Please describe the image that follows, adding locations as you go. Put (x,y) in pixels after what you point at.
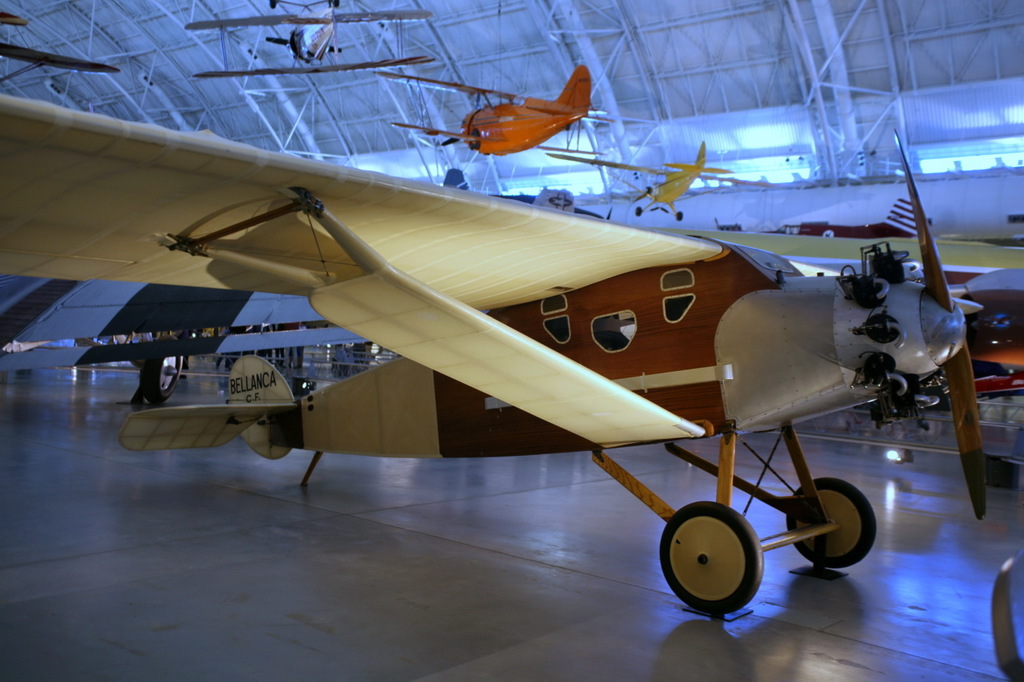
In the image in the center (558,262), we can see airplanes (835,262). In the background (613,97) there is a wall (739,174), roof (200,63) and few airplanes (705,151), which are in different colors.
